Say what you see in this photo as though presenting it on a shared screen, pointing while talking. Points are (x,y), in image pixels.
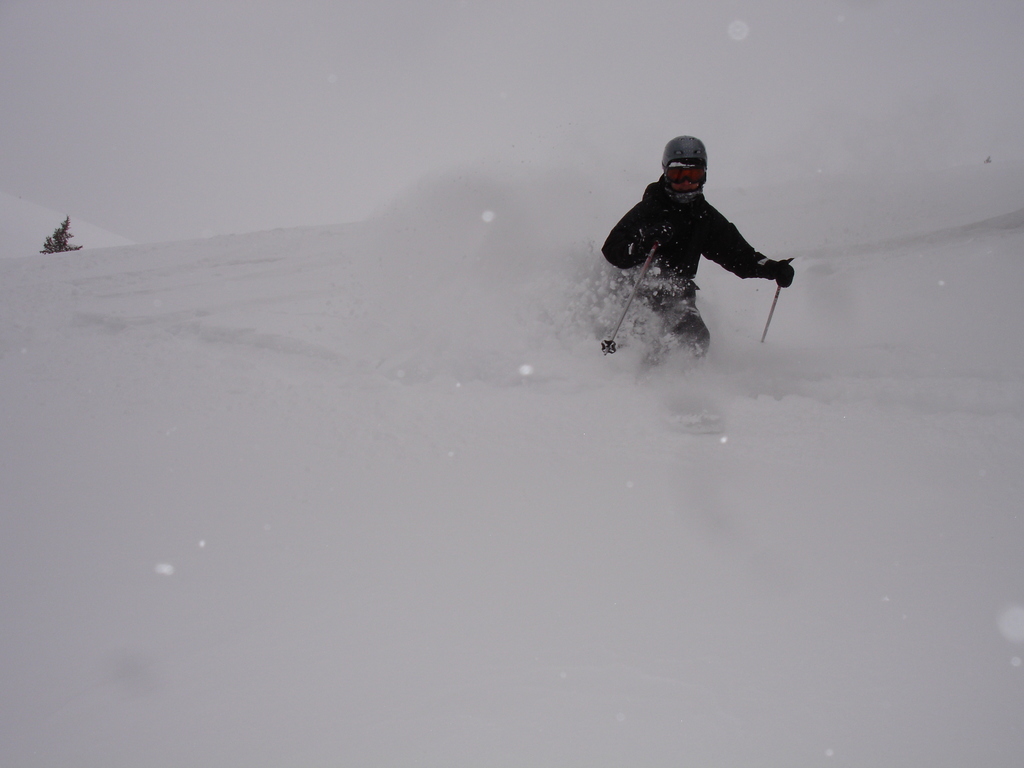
In the image there is a person (670,201) with ski boards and ski sticks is skating on the snow (697,409). And there is a white background (637,19).
